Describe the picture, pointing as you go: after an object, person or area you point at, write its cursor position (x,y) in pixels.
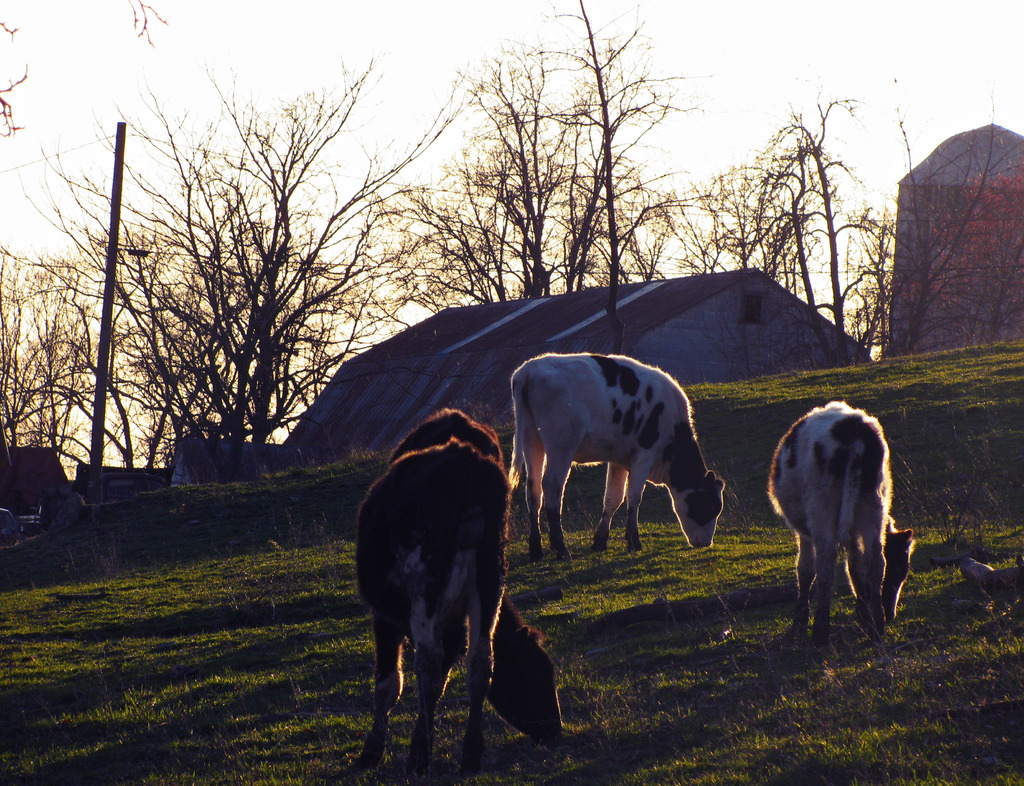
In this image we can see a few animals (459,550) in a grassy land (722,576). Behind the animals (489,476) we can see houses (486,310) and trees (73,396). At the top (418,152) we can see the sky (276,42).
